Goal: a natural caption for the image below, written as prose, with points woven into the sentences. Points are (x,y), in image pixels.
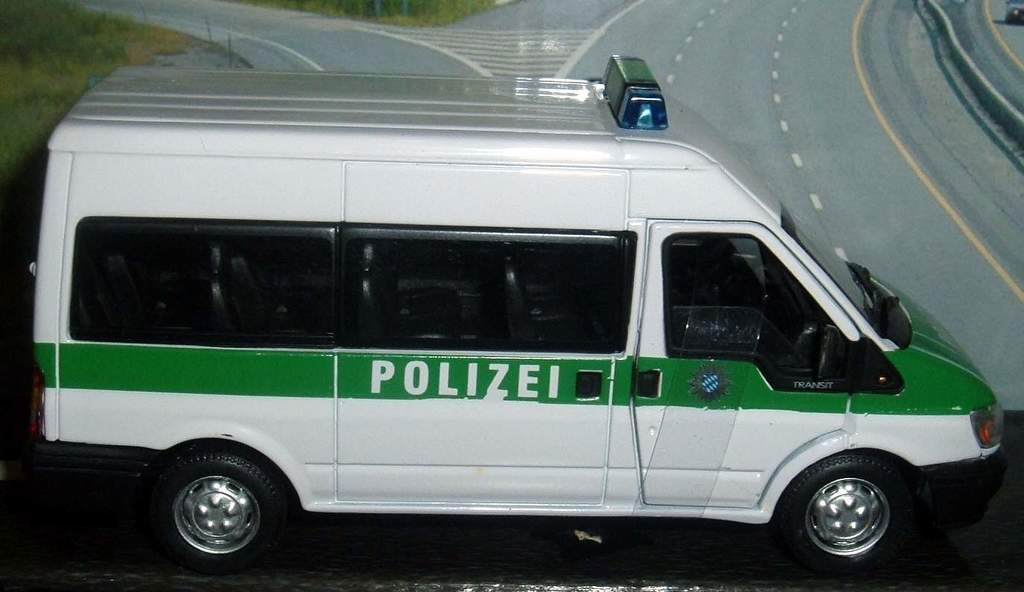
In this image in the center (556,385) there is a vehicle (359,300) and in the background (507,63) there is road (317,50) grass (136,61) and some rods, and at the bottom (502,564) there is board like object (929,553).
